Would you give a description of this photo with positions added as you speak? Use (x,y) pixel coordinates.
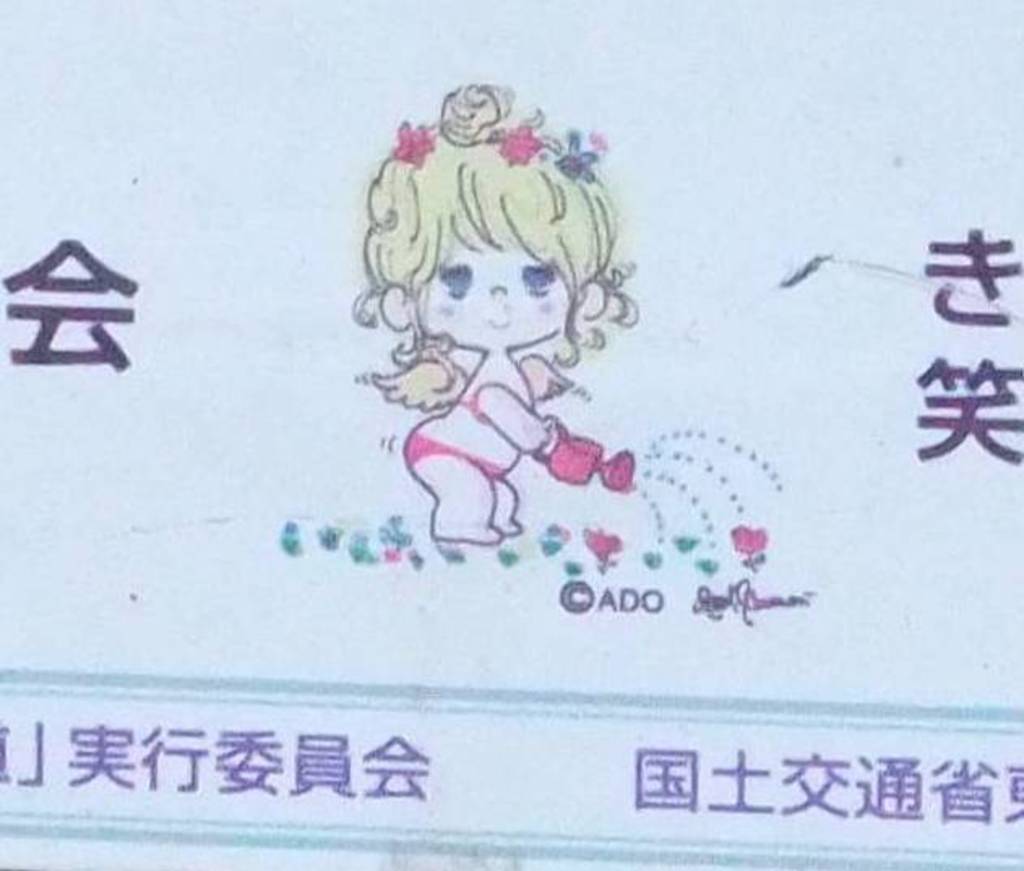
In this image, we can see a poster (802,283) with some images (680,506) and text (811,811).
